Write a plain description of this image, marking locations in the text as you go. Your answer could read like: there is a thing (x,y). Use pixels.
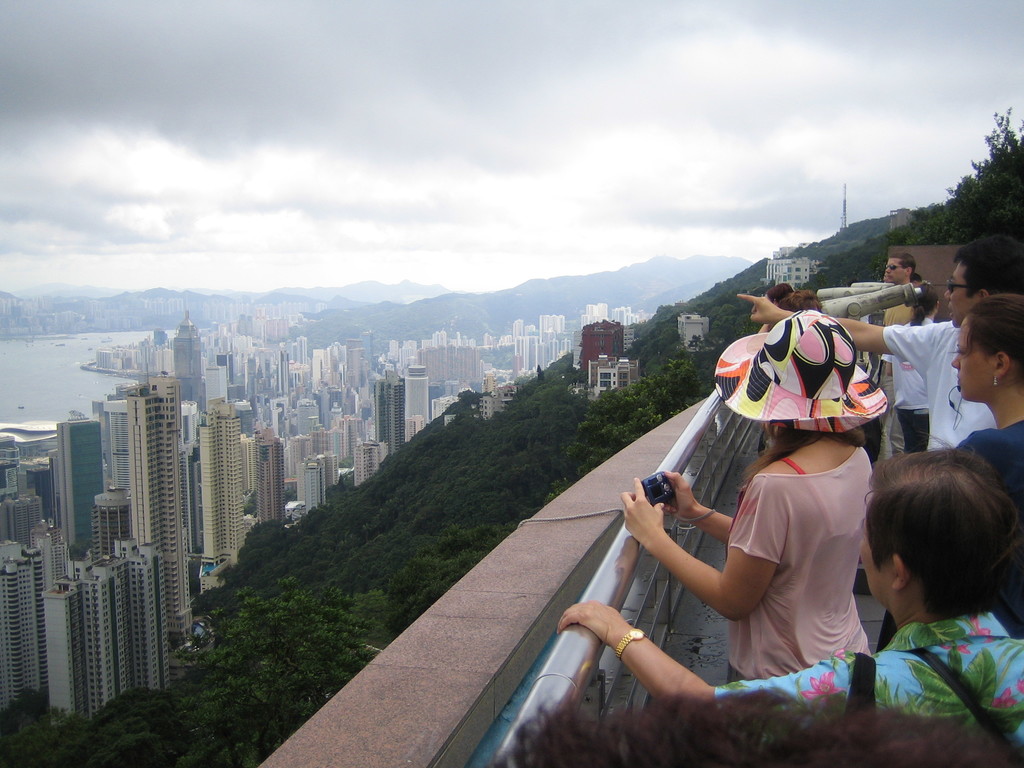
On the right side of the image (781,510), we can see a group of people (776,543) are standing near the railings (730,436). Here a woman (764,513) is holding a camera (657,481) and wearing a hat (805,404). Background (120,343) we can see so many trees (406,502), buildings (592,350), hills (637,335), water (24,353) and cloudy sky (433,204).
